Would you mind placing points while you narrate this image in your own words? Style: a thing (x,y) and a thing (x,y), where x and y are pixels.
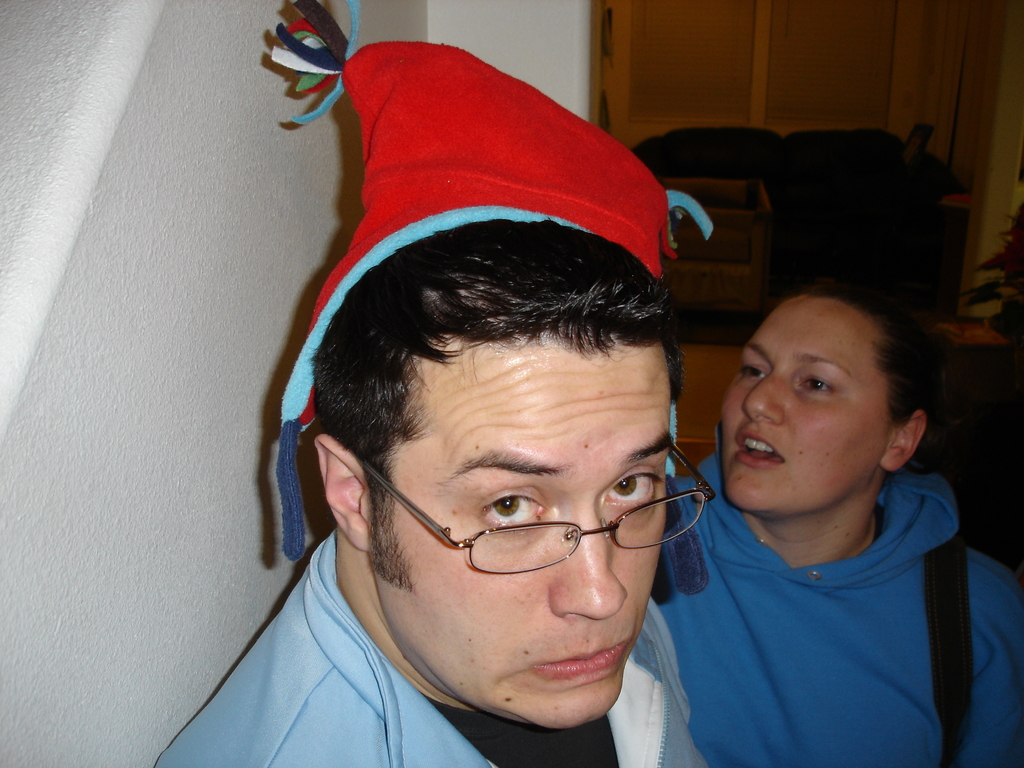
In this image we can see a man (640,509) and a woman (748,543). In that a man (540,433) is wearing a cap (485,183). We can also see a wall (283,349), couch (874,257), a container (685,284) and a door (721,121).
